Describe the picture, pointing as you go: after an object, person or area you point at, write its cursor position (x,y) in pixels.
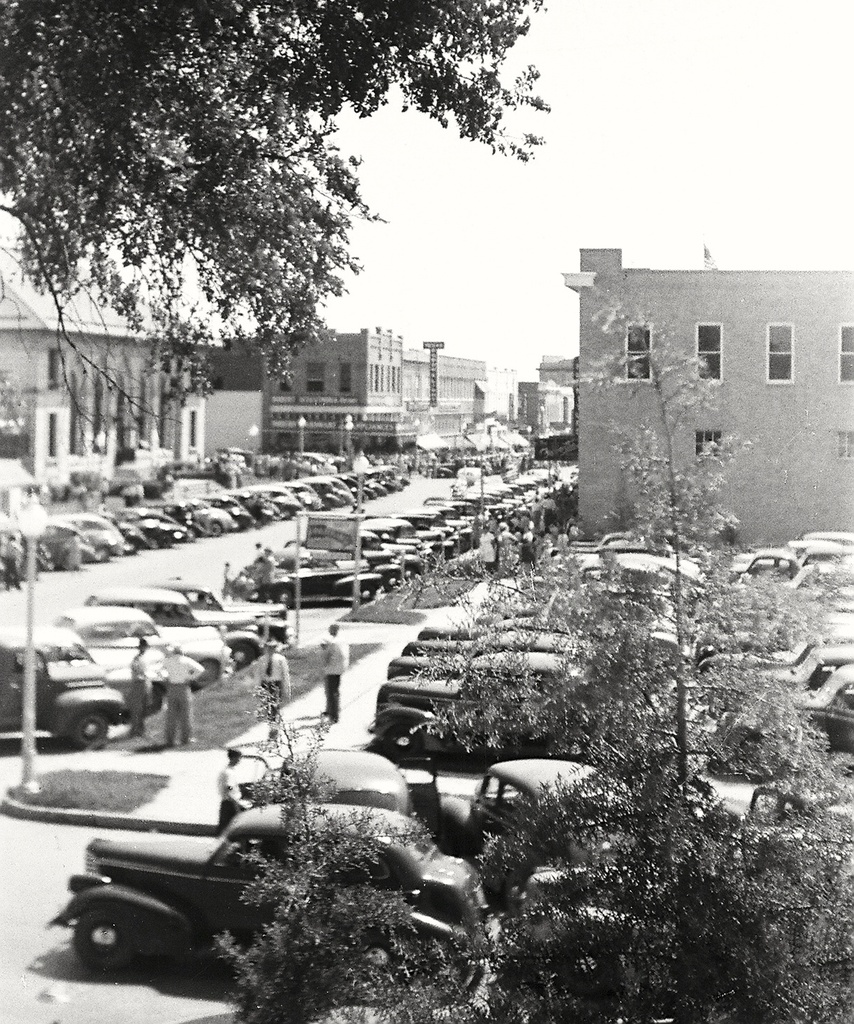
This is a black and white image. At the bottom of the image (553,865) there are cars (844,661) in the parking area (516,833) and also there are trees (424,986). There are few people (285,665) standing on the path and also there are poles (34,554). And there are few more cars (245,663) on the roads (73,594). In the background (783,448) there are buildings (678,359) with walls (747,335) and windows (786,341). In the top left corner of the image (195,115) there are branches (228,94) with leaves (370,40).
